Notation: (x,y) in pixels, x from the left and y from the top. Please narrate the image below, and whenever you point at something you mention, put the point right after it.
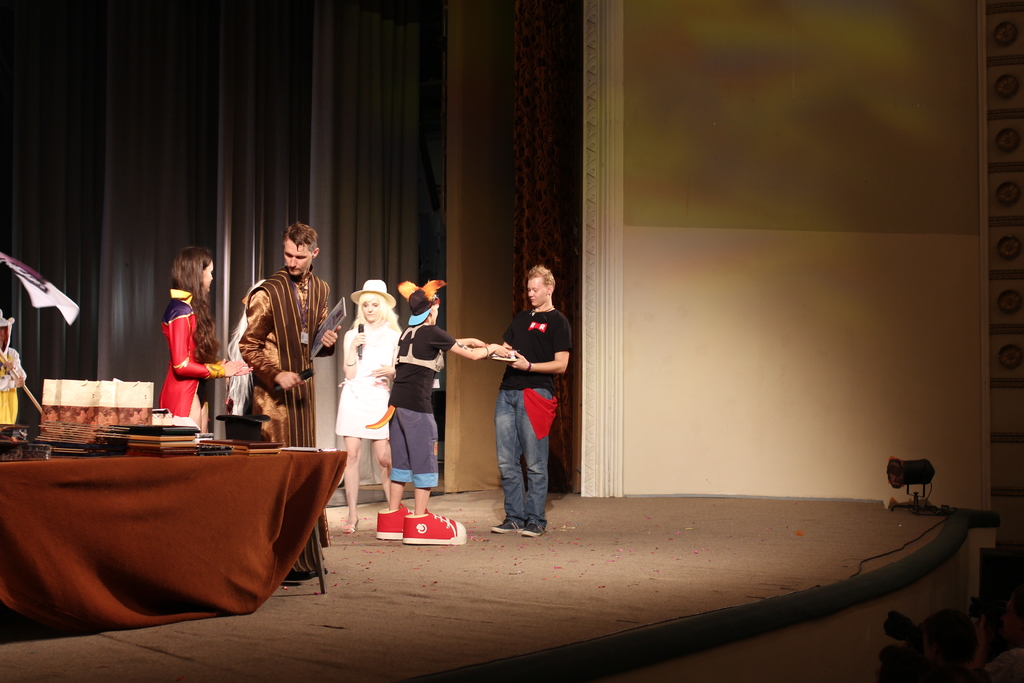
In this picture I can see group of people (13,398) standing on the stage (477,626), there are some items (55,382) on the table (46,581), a person (1,361) holding an item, there are curtains (378,253) and a focus light (921,479).
